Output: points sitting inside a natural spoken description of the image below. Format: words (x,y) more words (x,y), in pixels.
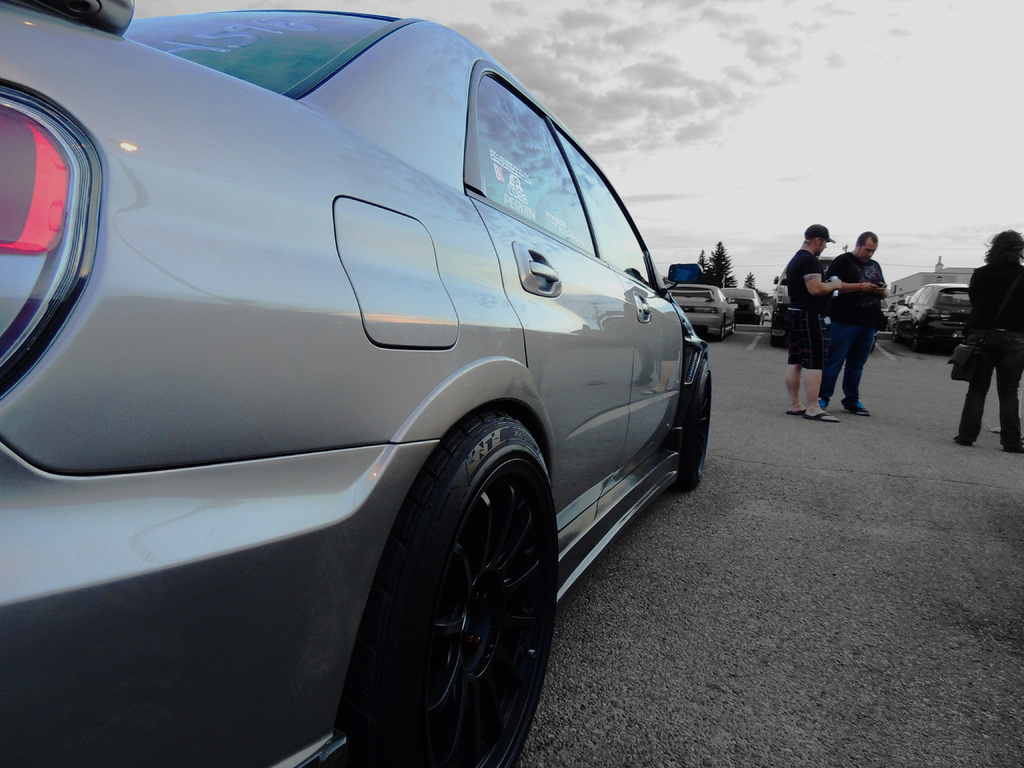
In this image, on the left (314,519), there is a car (345,465) and in the background (791,314), there are three persons (791,314) standing, few cars (940,312), trees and on the top (819,137), there is the sky (742,134) and the cloud (766,262).
